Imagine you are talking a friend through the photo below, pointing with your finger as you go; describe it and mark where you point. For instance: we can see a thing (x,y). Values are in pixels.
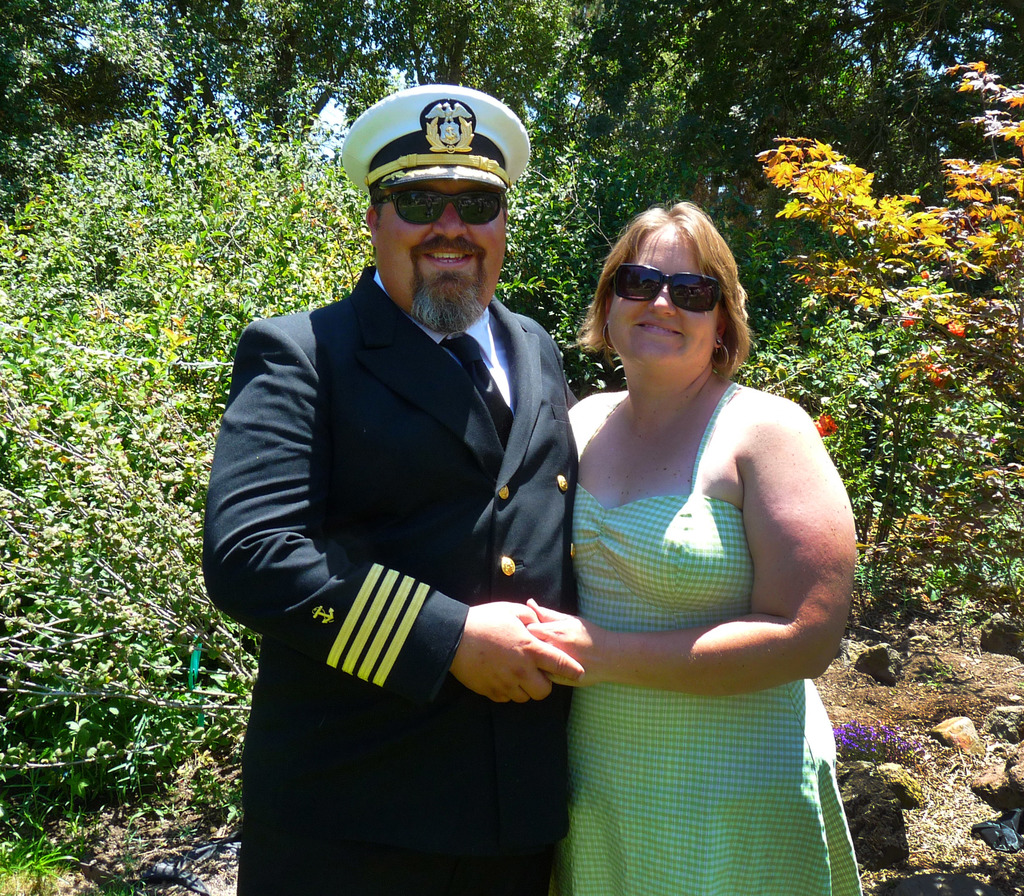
In this image I can see there are persons (485,418) standing on the ground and holding their hands (549,669). And at the back (57,441) there are trees (824,30) with flowers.
